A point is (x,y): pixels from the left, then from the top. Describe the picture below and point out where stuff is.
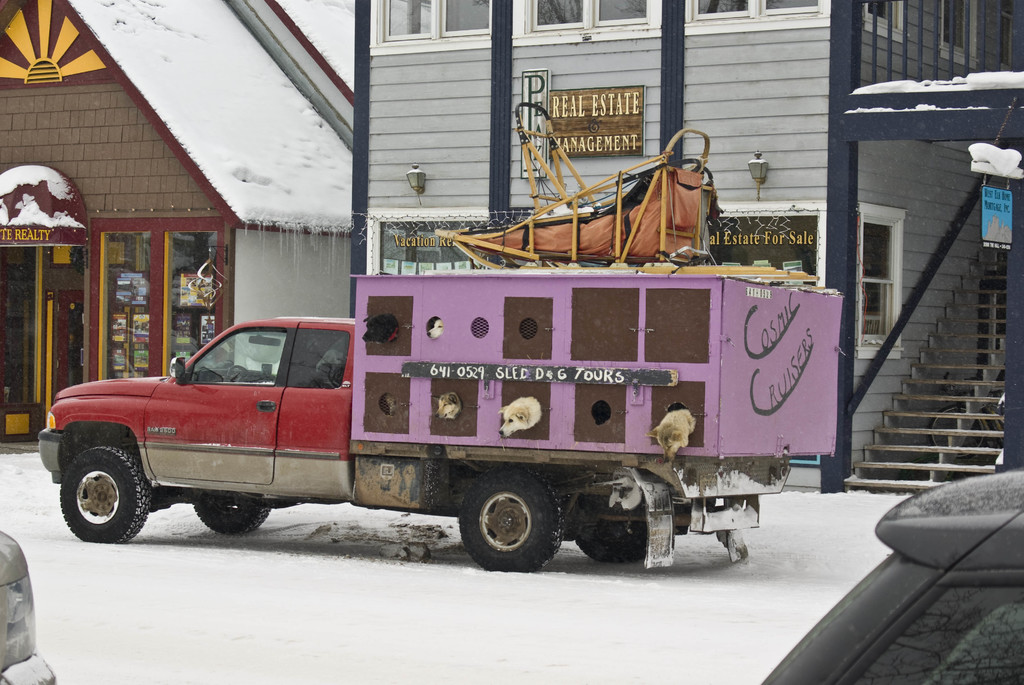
In the picture I can see a jeep truck (466,468) on the snow (679,540) and there is a container (631,426) on the jeep (215,475). I can see the dogs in the container (749,407). I can see the staircase (884,484) on the right side (989,448). In the background (720,111), I can see the building (628,34) and glass windows (449,24). I can see the decorative lamps (758,171) on the wall (775,163) of the building (730,164). It is looking like a store (148,358) on the left side (121,324). I can see a car (895,555) on the bottom right side (932,543).
